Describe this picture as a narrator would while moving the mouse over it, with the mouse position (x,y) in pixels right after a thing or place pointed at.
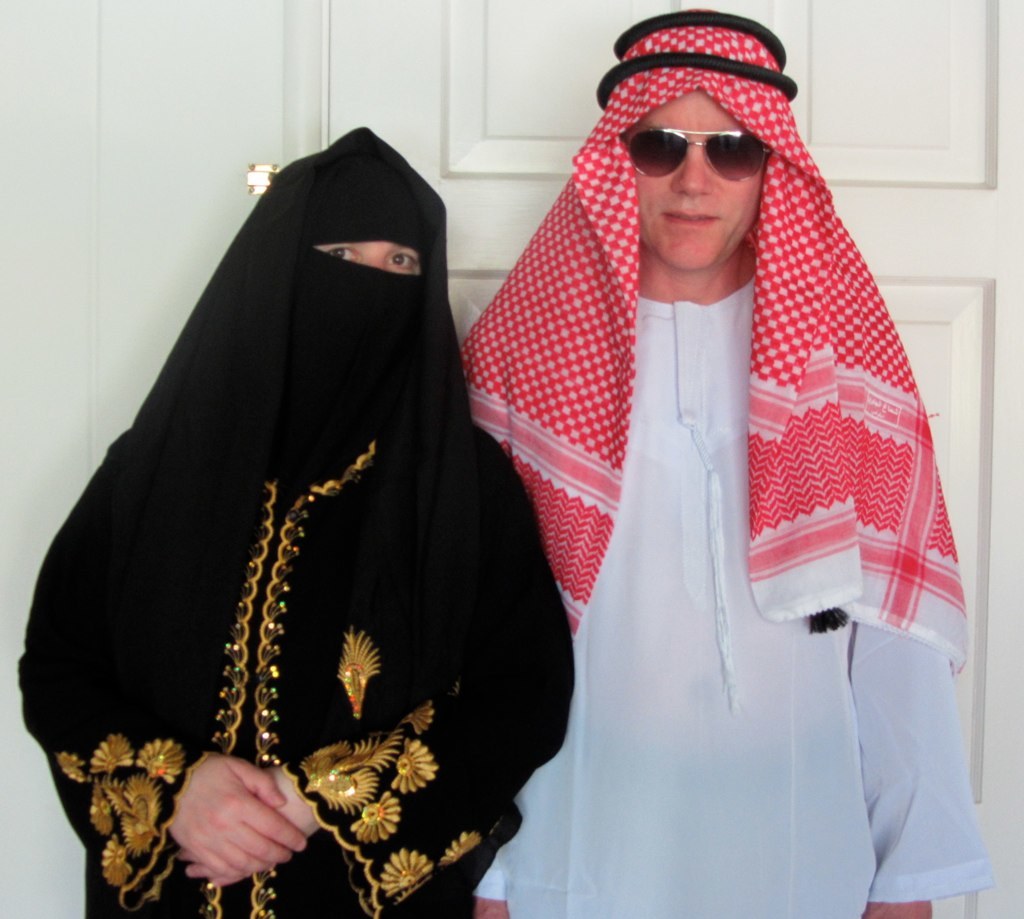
Here we can see two persons (590,394) and he has goggles (656,165). In the background (565,43) there is a wall (121,281) and a door (915,338).
